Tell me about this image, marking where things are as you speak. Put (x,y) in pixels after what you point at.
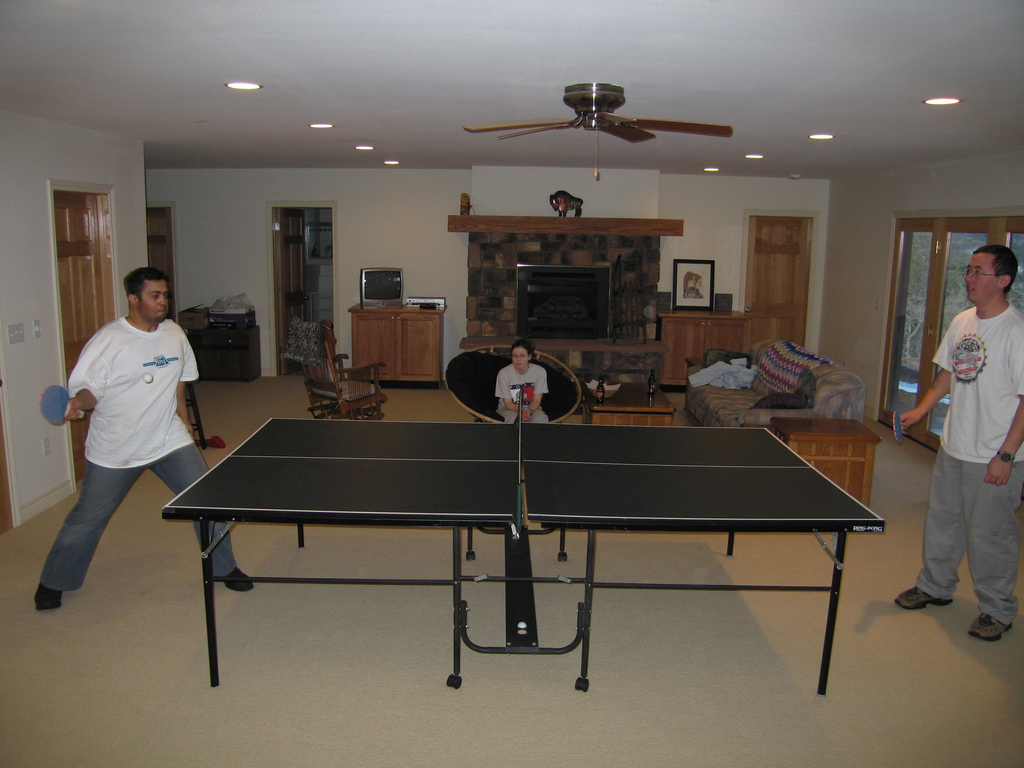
In this image, There is a floor (811,705) which is in brown color, In the middle (622,494) there is a table (422,496) which is in black color, There are some persons (194,463) standing and in the background (413,335) there are some brown color wooden boxes (399,346) and in the top middle (583,126) there is a fan (616,125) in brown color, and roof (510,63) in white color.
